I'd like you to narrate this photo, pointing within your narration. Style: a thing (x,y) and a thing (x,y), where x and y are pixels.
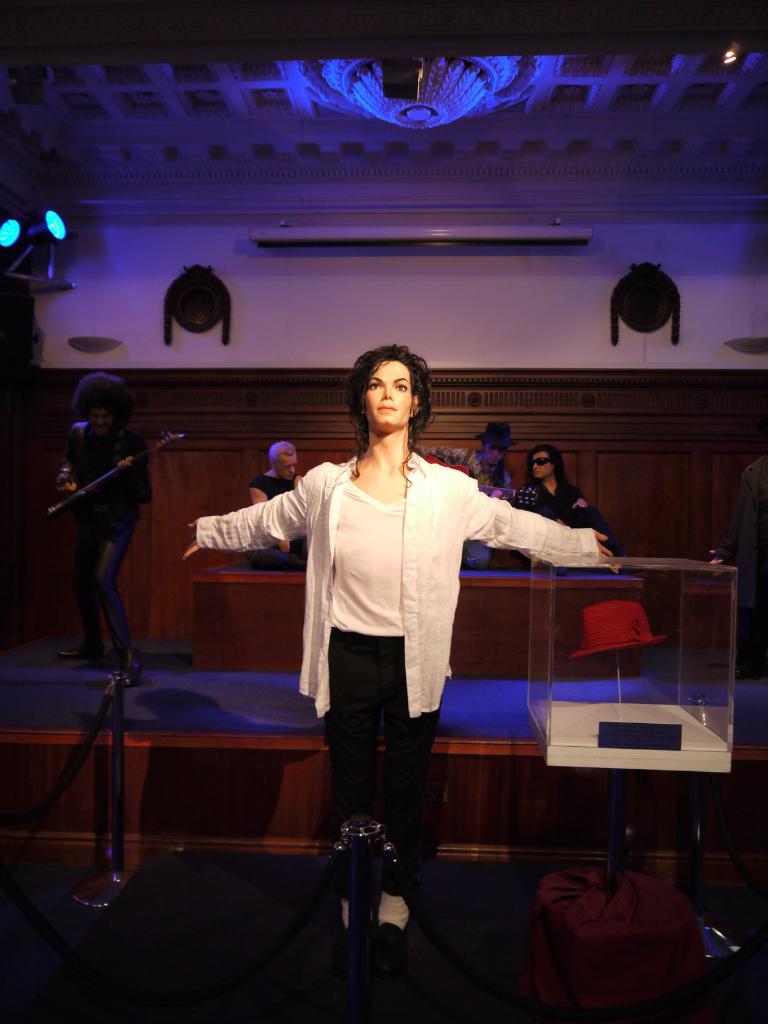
In the picture I can see a person (374,571) wearing white shirt (388,622) and there are few other persons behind him and there is a red color hat (630,604) placed in a glass container (666,655) in the right corner (648,627) and there are few lights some other objects (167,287) in the background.
